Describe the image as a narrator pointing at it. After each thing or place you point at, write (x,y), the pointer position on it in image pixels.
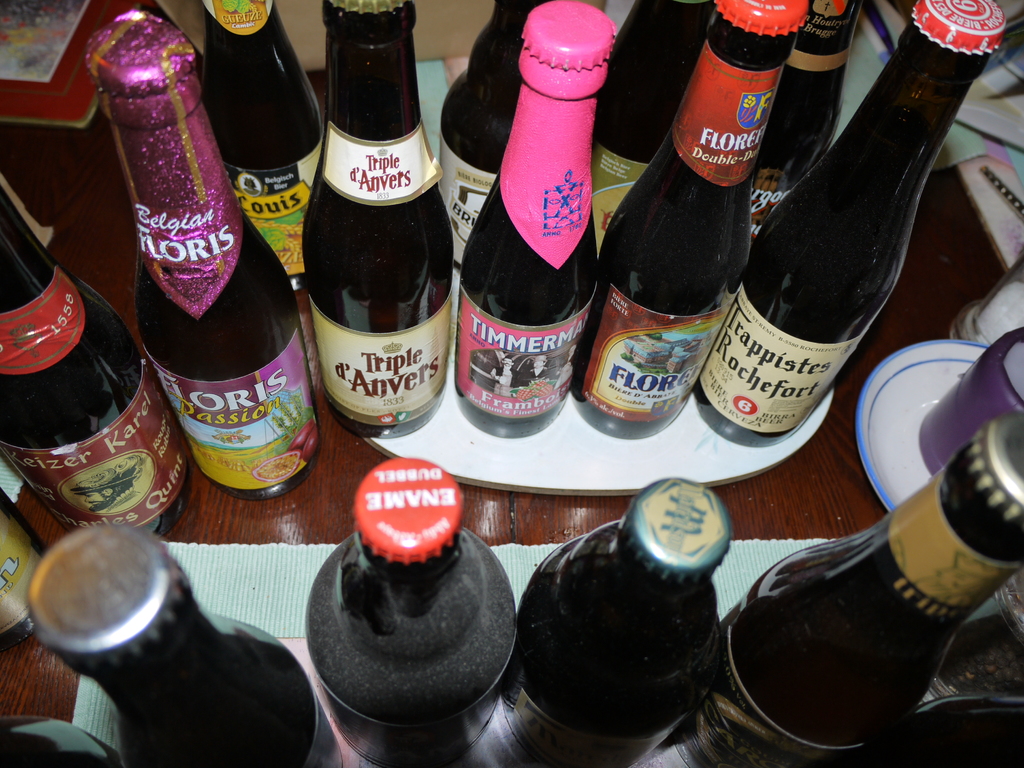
In the middle of the image (599,509) there is a table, On the table (26,186) there are some bottles (587,41).
